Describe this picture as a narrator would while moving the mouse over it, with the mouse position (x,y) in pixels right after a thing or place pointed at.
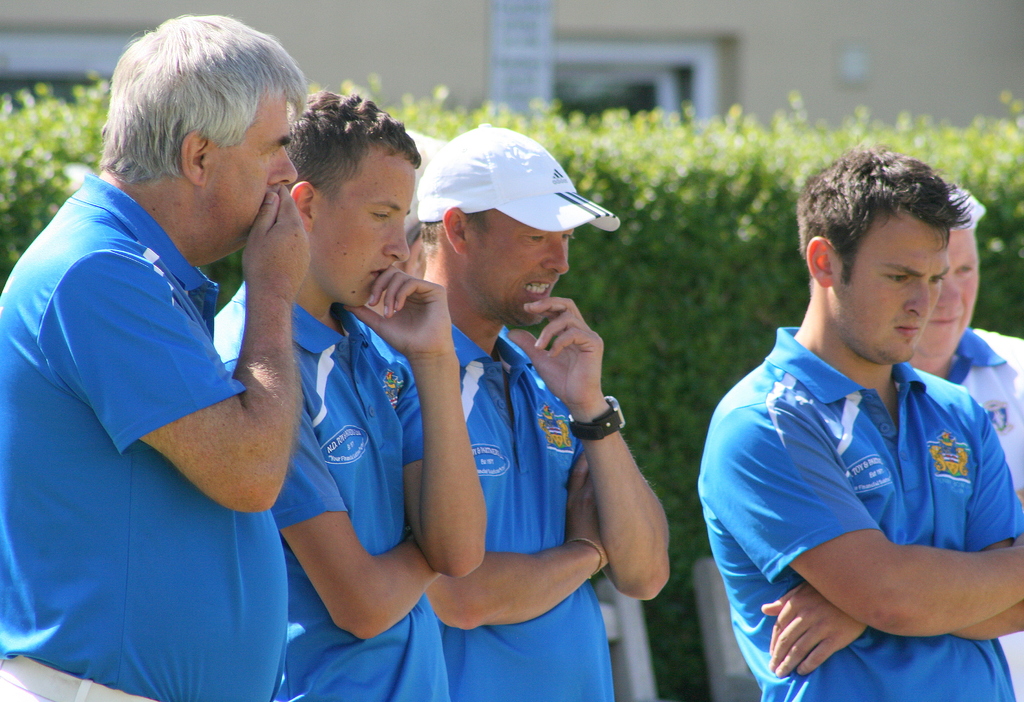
In this picture there are group of people (585,344) standing. At the back (594,84) there is a building (817,116) and there are plants (854,137) and chairs (627,615).
